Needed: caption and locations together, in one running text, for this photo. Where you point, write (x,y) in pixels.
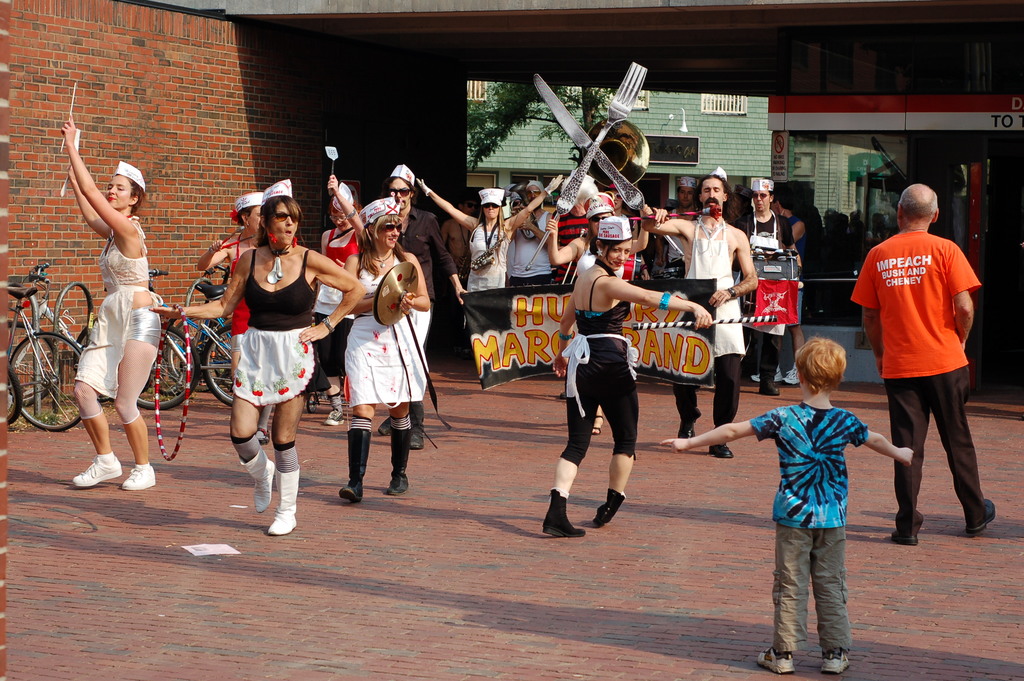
In this picture we can see there are some people (619,230) dancing on the path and holding some musical instruments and a man (898,338) in the orange t shirt (903,314) is walking and a boy (814,465) is standing, some people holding a banner (685,329). Behind the people (130,348) there are bicycles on the path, wall (20,131), tree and a building (681,101).
